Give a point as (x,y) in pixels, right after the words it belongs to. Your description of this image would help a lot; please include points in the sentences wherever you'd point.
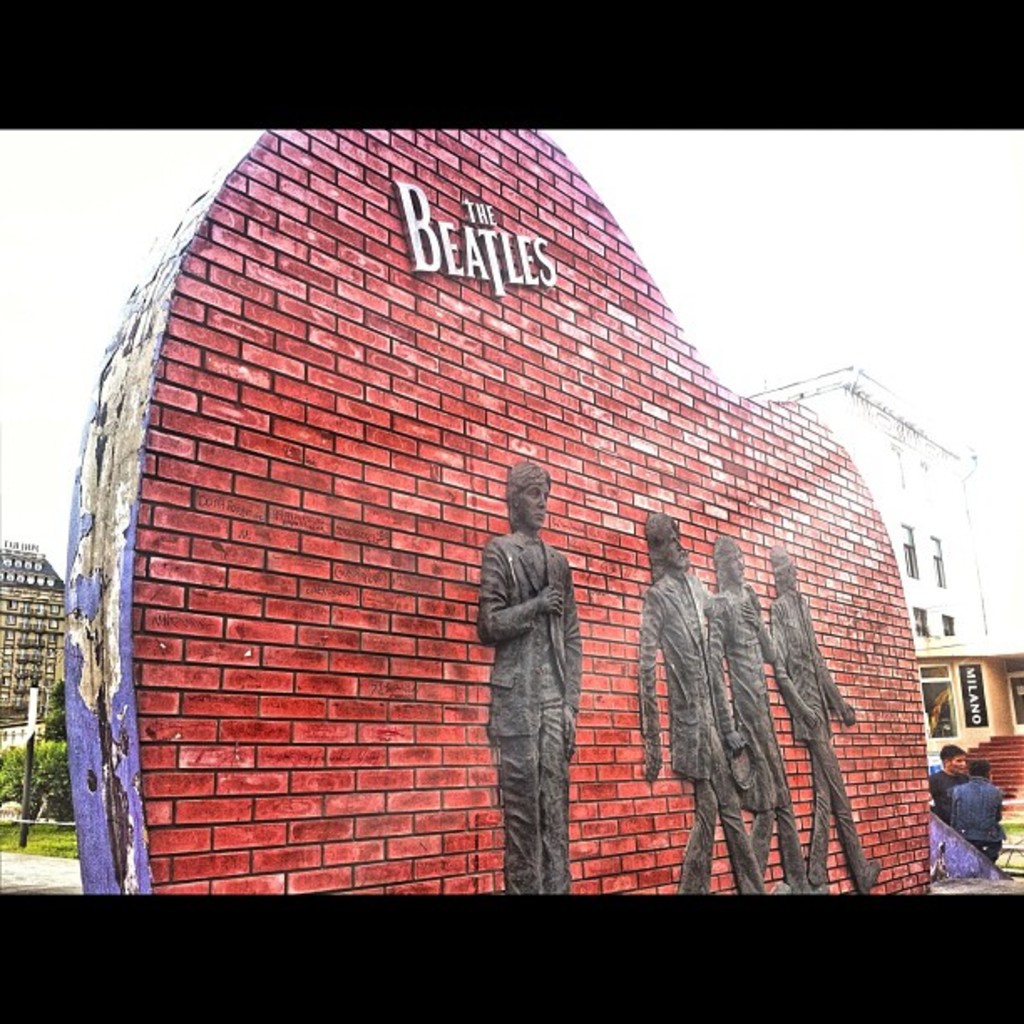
In this image we can see a brick wall (474,493) with some images (521,750) and text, there are some buildings (902,563), trees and people (950,815).
